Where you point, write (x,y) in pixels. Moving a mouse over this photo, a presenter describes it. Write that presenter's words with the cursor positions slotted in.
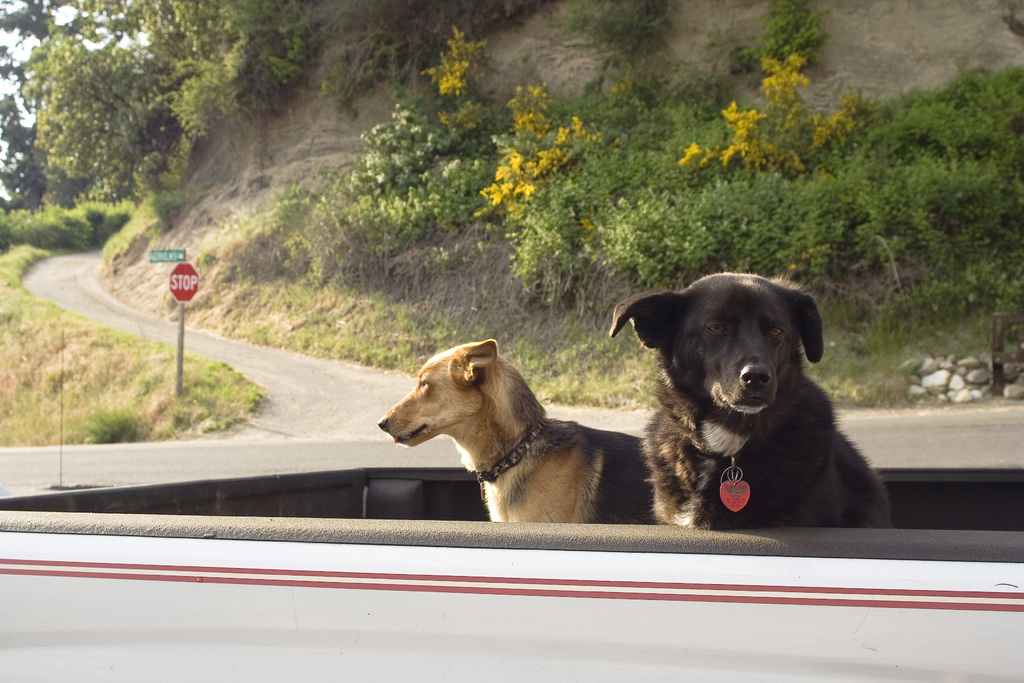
In the center of the image (422,392) we can see dogs (505,447) in the vehicle (441,511). In the background (571,214) there are trees (437,144). On the left (341,402) there is a sign board (184,253) and we can see a road (257,431).
